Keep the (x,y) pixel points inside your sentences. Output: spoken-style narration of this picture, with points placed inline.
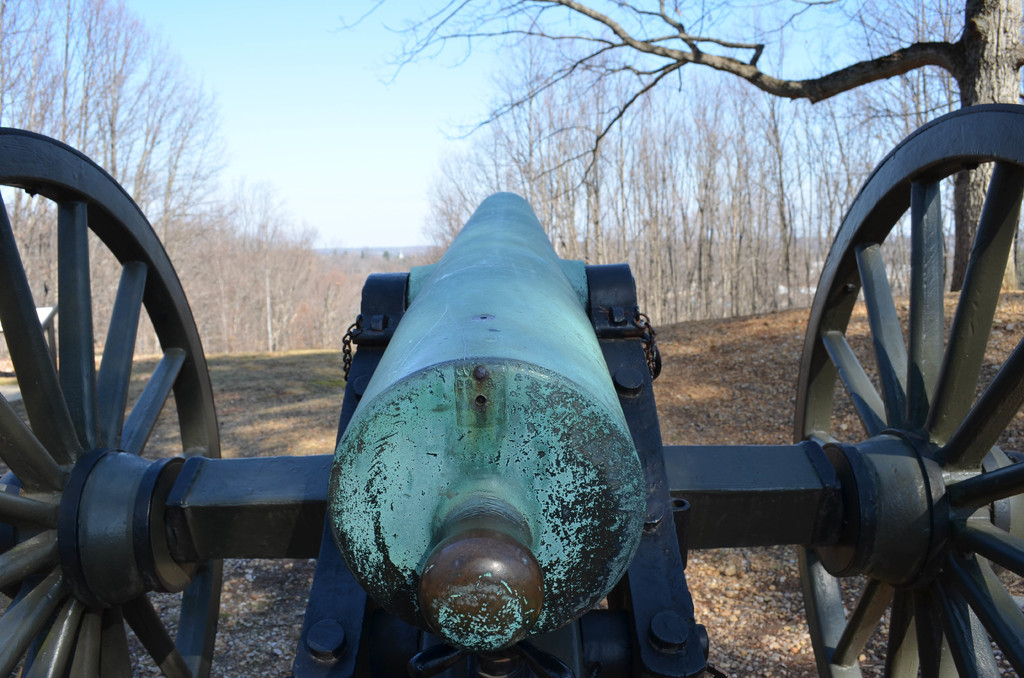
In this picture, on the foreground (982,124) there is a cannon (992,245) and on the right side (1013,24) there is tree (1013,24) and background (308,46) is the sky (292,106).
